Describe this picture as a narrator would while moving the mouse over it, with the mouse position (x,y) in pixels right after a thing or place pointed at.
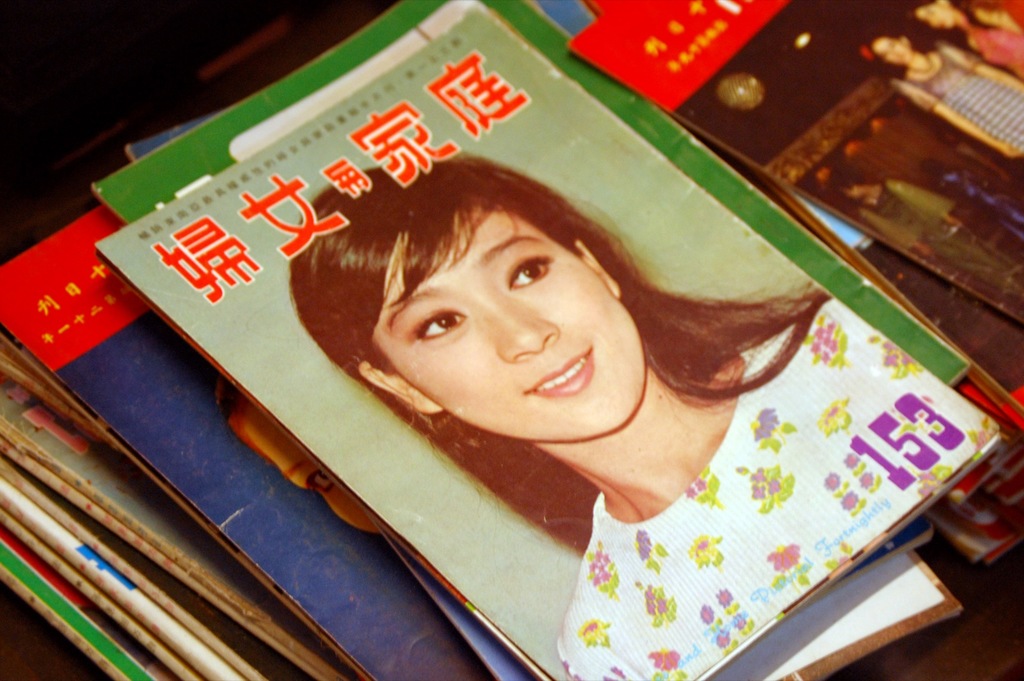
There are collection of magazines (316,437) kept on a table (345,2), on the first magazine (497,419) there is an image (485,422) of a woman (553,449).
